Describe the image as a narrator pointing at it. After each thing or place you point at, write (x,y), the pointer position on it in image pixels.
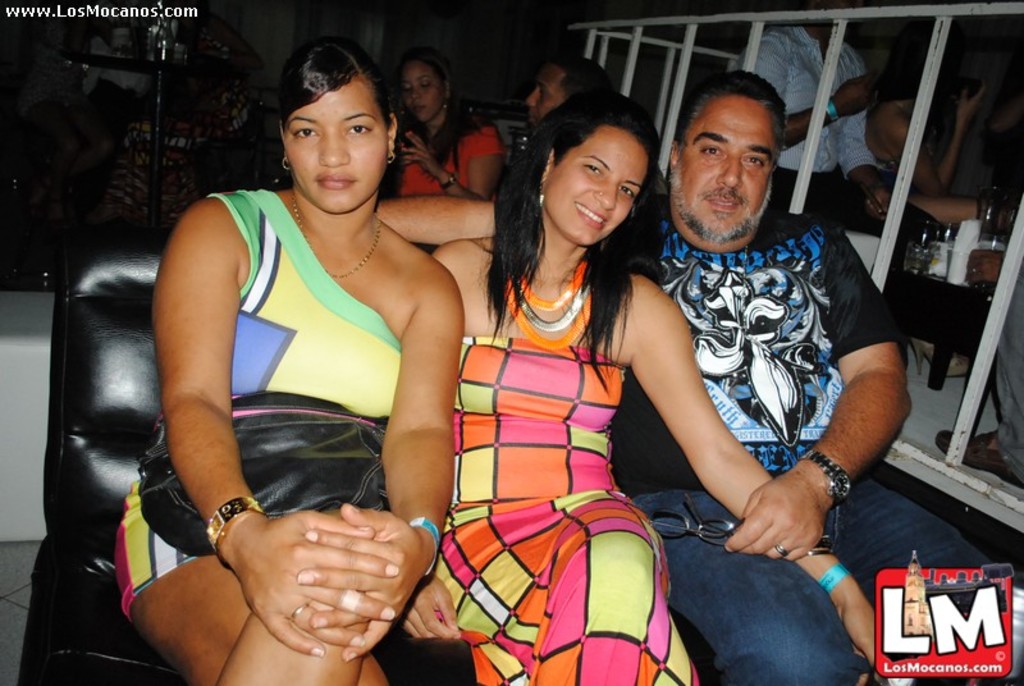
In this image we can see three people (433,280) sitting on a sofa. In that a man (697,547) is holding the glasses (686,518). On the right side (817,171) we can see a group of people (814,187) sitting beside a table (953,313) containing a jar (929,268), bottles (924,264) and some tissue papers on it.
